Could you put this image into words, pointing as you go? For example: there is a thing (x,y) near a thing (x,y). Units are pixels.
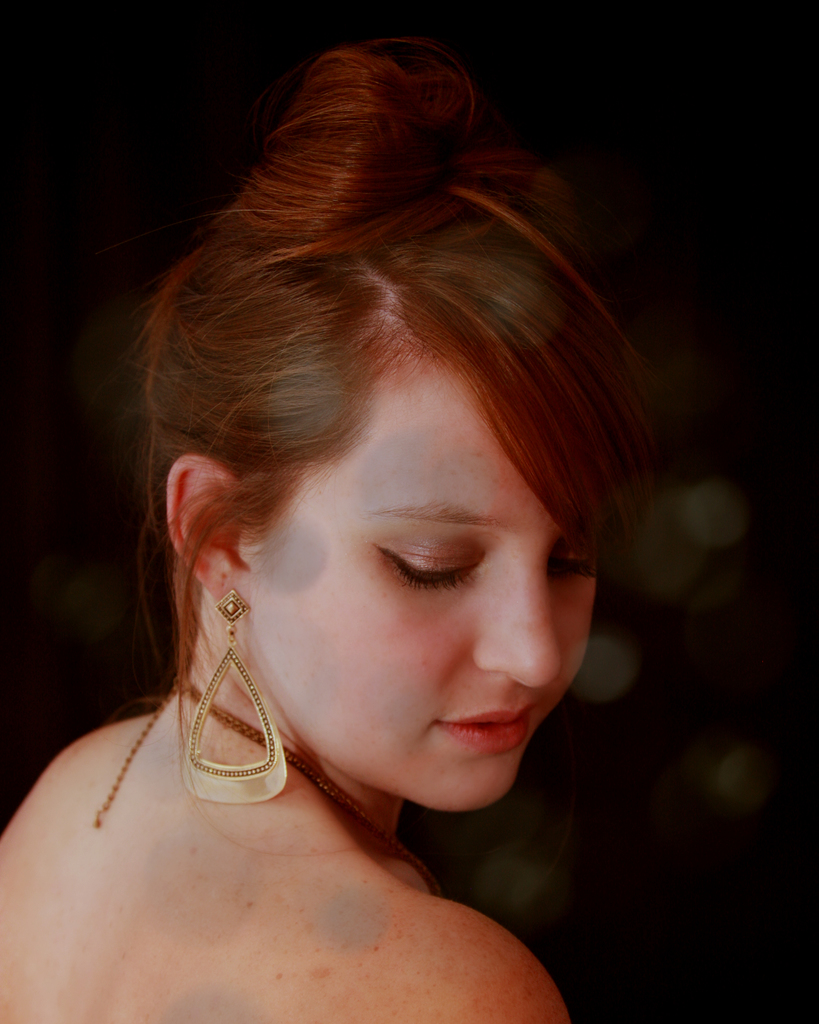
In this image there is a lady (321,614) in the background (339,38) it is dark.
